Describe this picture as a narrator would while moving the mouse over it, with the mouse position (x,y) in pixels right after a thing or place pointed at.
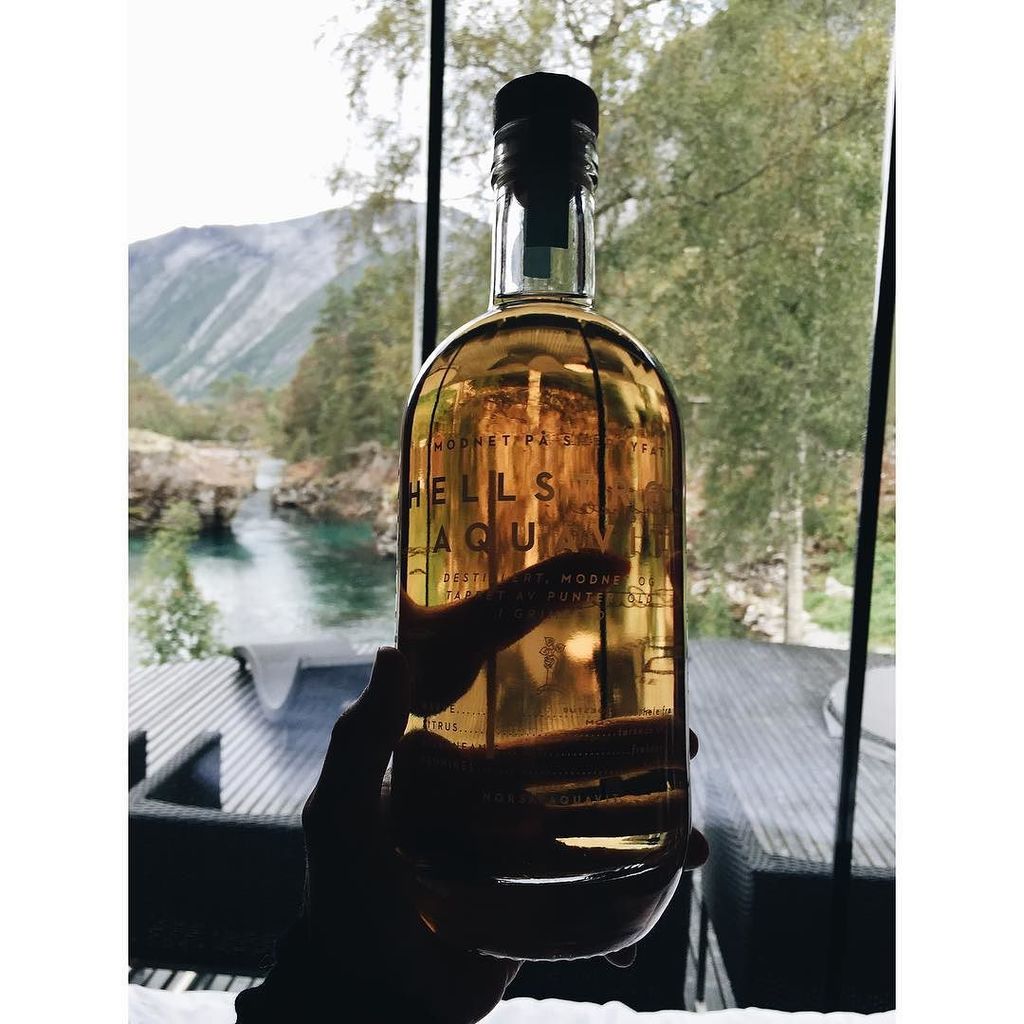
In this image a person (433,676) is holding a bottle (561,382) with liquor (523,523) in it. In the bottom of the image (745,891) there is a sofa (717,879) and a resting chair (304,693) on the floor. In the background (439,308) there are many trees (740,260) and plants (183,626) and there is a river (286,544) with water (261,573) and there is a mountain (259,287) and the sky (234,129).
